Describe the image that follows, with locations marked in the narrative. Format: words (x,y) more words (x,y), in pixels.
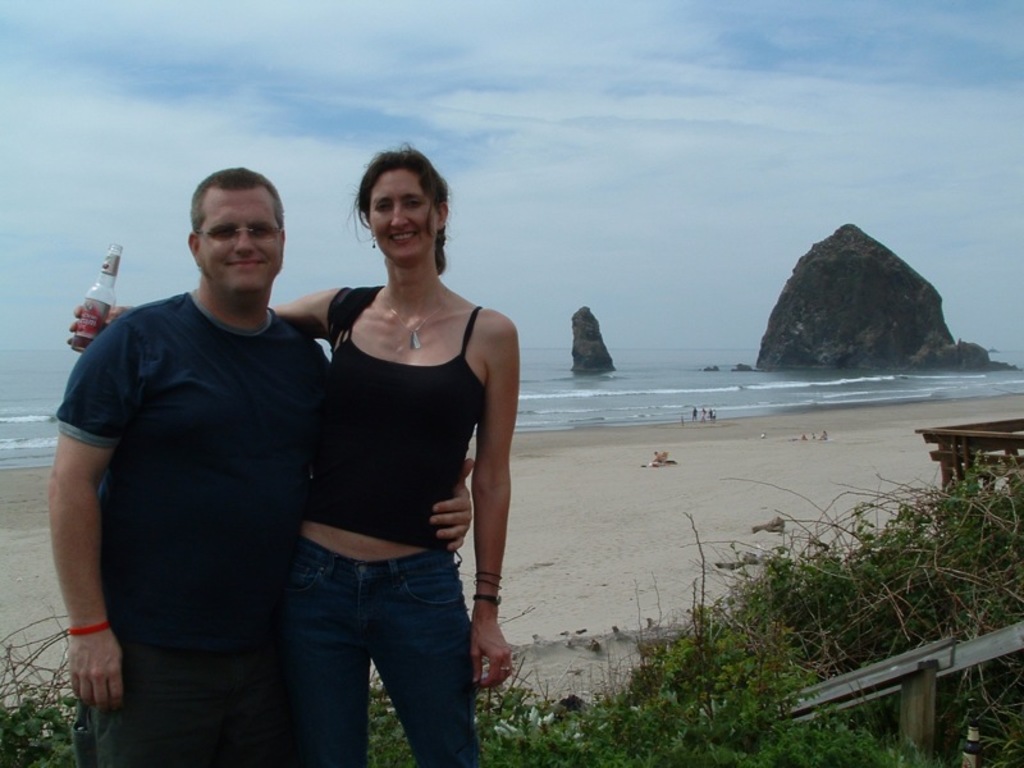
In this image in the foreground (194,408) there is one man (217,215) and one woman (458,418) standing and woman (352,338) is holding a bottle (91,304), at the bottom (830,628) there is grass (375,701) and some plants (988,619) and some objects (888,666). And in the center (556,473) there is sand (727,443) and a beach (541,436), and there are some people (667,457) and some rocks (817,344). On the right side of the image (948,443) there is a wooden object (948,445), at the top (512,134) there is sky (454,141).
